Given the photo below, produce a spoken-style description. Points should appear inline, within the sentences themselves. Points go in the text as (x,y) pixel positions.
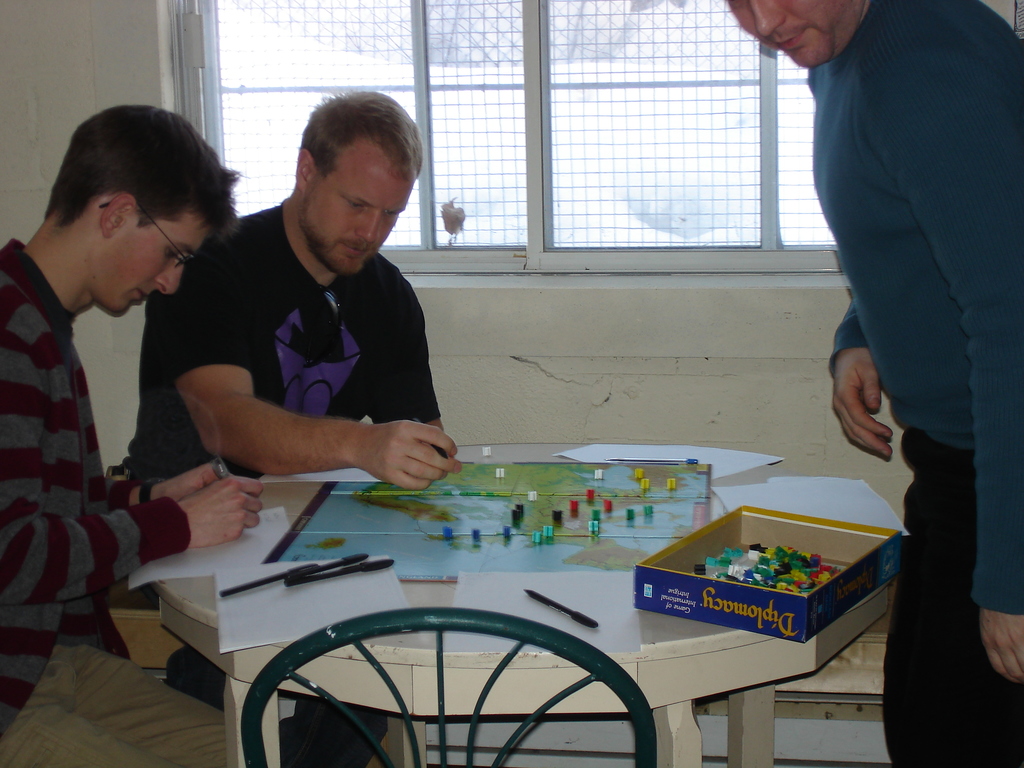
There are two persons (176,370) sitting in the left (236,405) and there is a table (403,504) in front of them which has papers (372,597), pens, a board (441,525) and some game pieces (588,492) on it and there is other person (935,318) standing in the right corner (955,295).
